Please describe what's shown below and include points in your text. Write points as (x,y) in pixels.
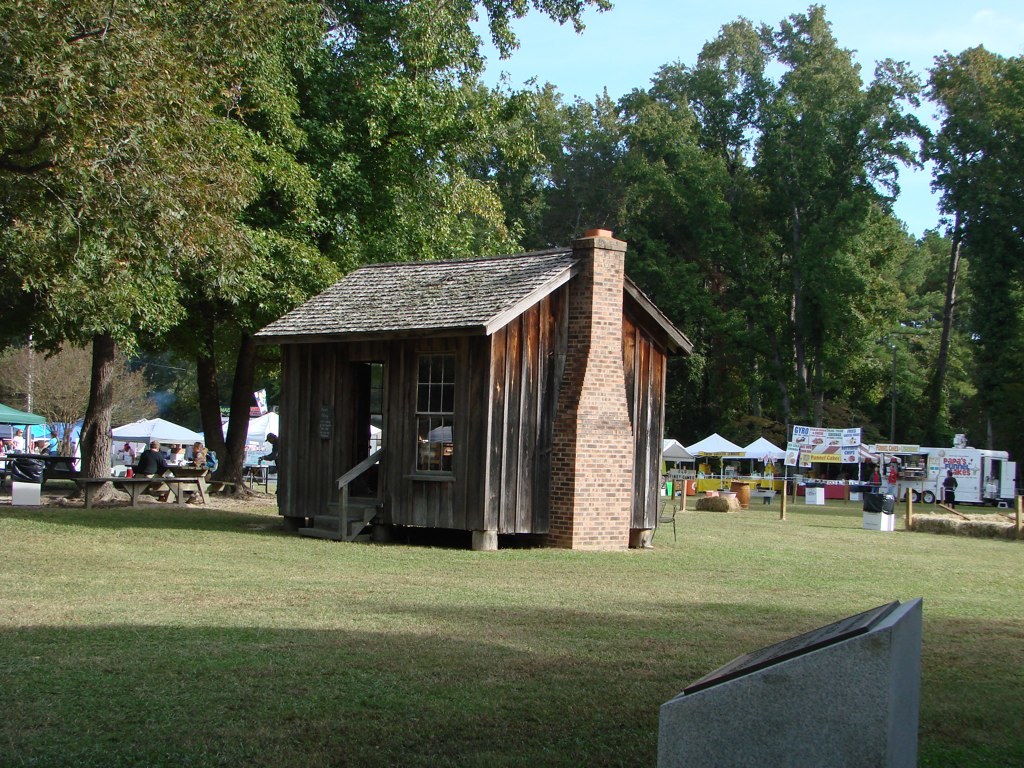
In this image I can see a house (629,431). Behind the house (370,402) there are some tents (252,455), group of trees (222,438), tables (175,469) and chairs (148,479). In the background (152,463), we can see some people (181,455).
